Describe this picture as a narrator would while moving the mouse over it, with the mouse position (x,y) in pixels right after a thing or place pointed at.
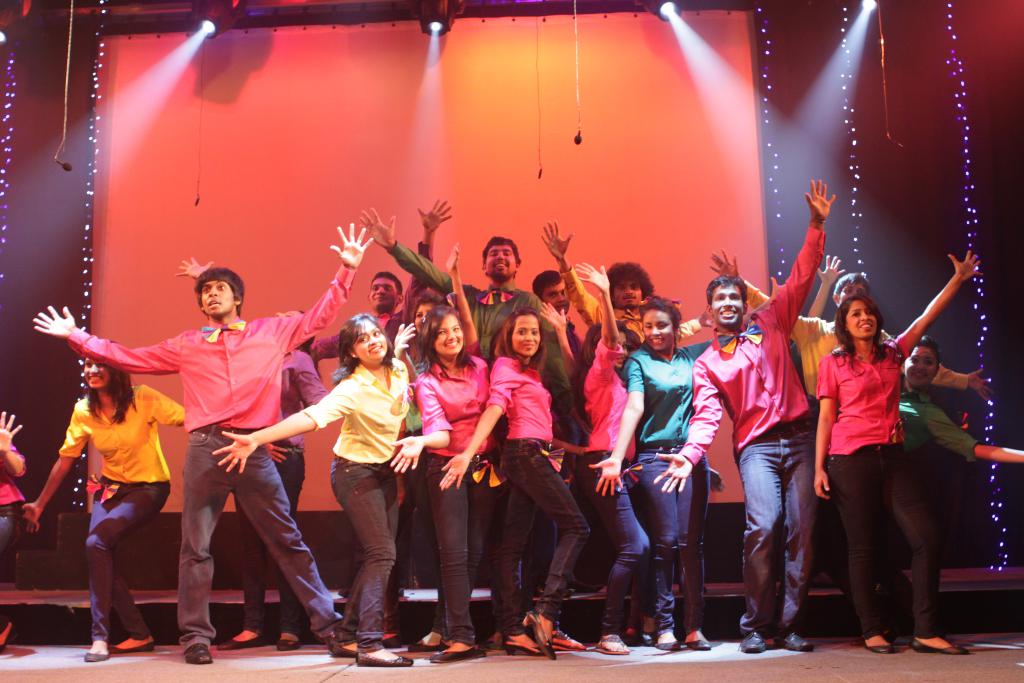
In this image we can see a group of people (575,427) standing on the floor (64,650). We can also see some lights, a wall (987,511) and a display screen (746,105).
